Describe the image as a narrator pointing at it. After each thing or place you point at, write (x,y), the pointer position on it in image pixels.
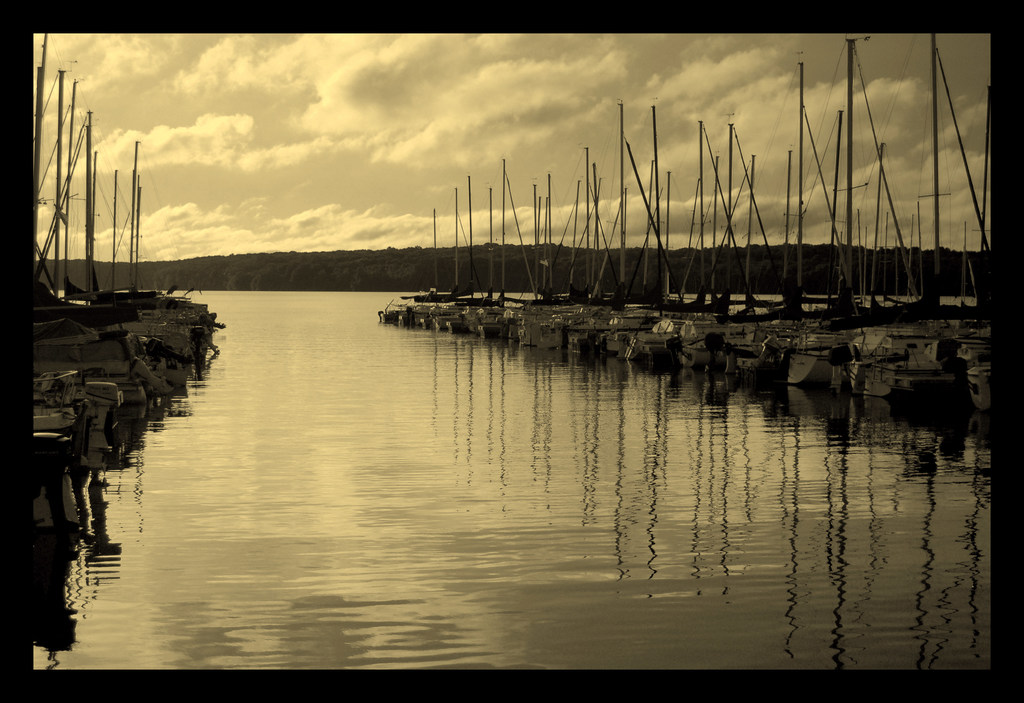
At the bottom of the image (185,472) we can see water (221,303), above the water (221,303) we can see some boats (86,247). In the middle of the image (480,272) we can see some trees (109,270). At the top of the image (875,84) we can see some clouds (754,38) in the sky (968,212).
